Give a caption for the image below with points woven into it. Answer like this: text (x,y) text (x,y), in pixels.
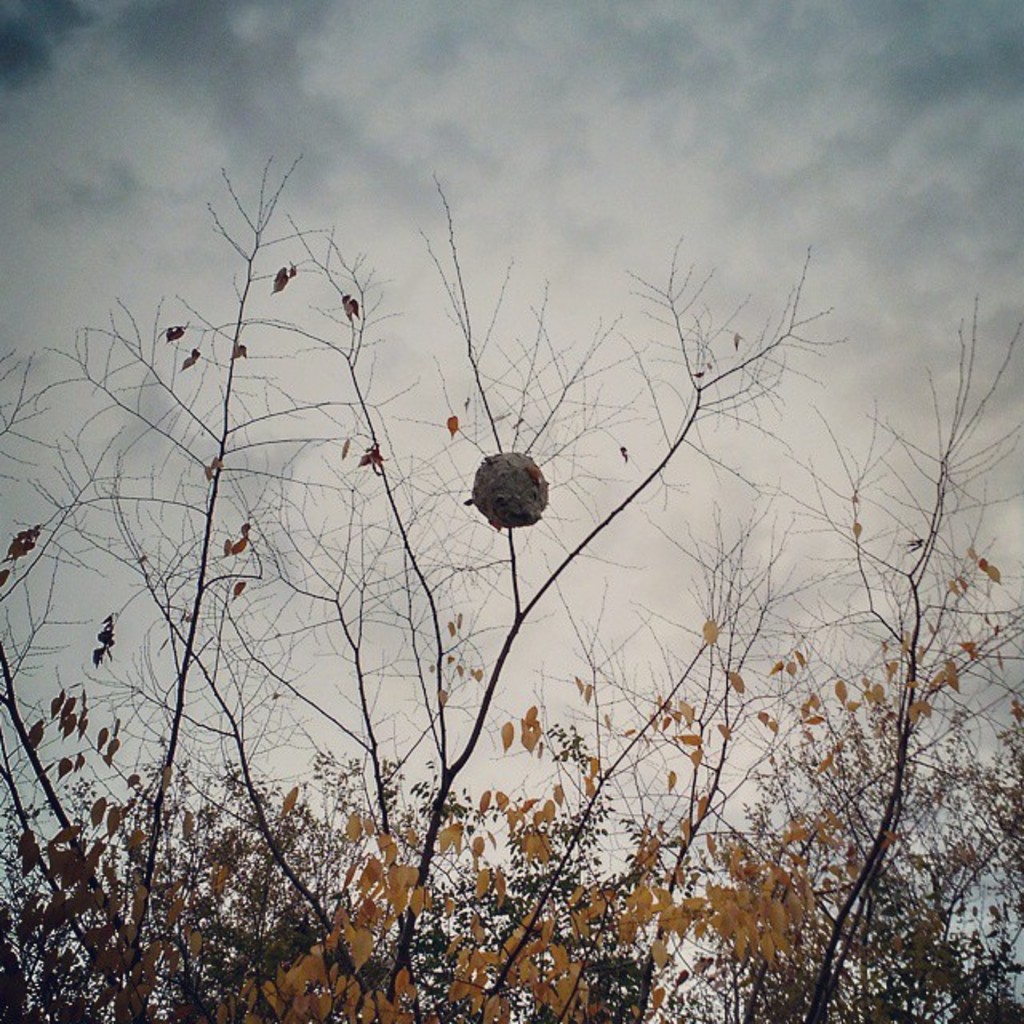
In this picture there are trees (516,823). At the top (240,112) there is sky (255,79) and there are clouds (258,74).
